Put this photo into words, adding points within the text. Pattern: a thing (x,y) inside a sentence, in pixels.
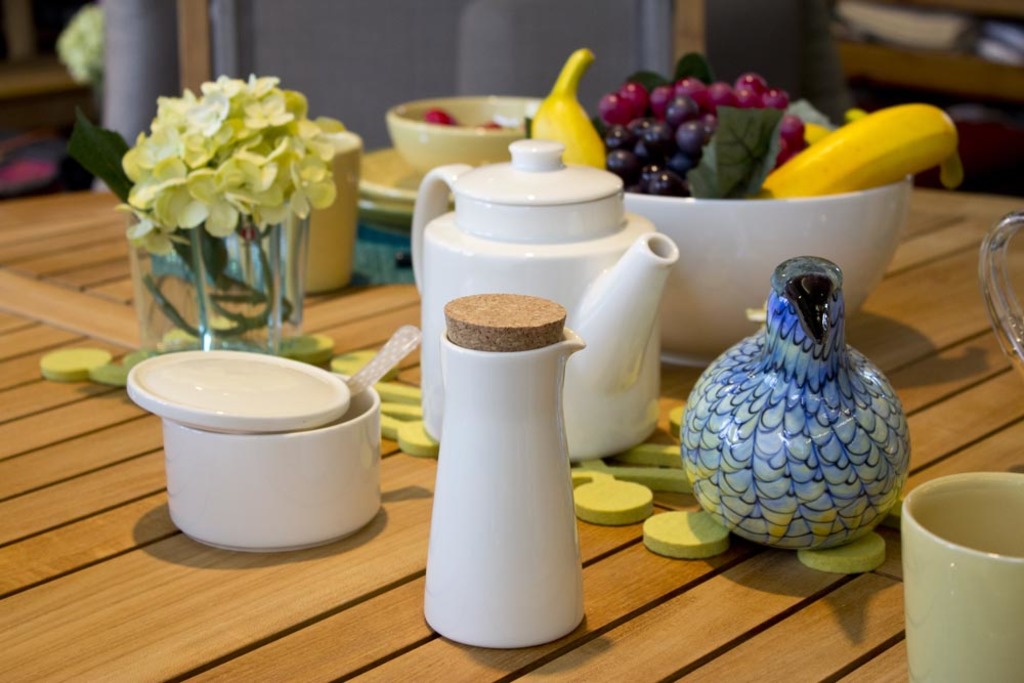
This is a cup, jar (558,312), tea pot (552,282) and bowl (756,200) full of fruits (691,97), flower vase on a table (215,642).
